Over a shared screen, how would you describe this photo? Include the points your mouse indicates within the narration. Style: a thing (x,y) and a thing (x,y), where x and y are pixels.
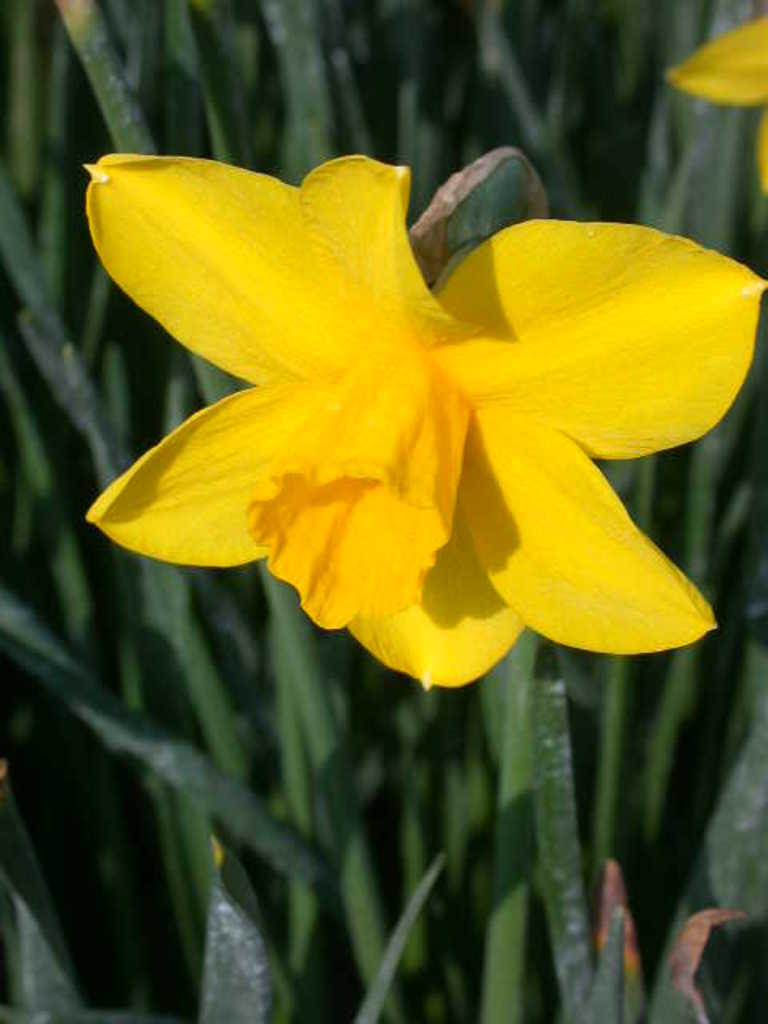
This is the picture of a flower (297,501). In this image there are yellow color flowers (441,331) on the green plants (218,151).
